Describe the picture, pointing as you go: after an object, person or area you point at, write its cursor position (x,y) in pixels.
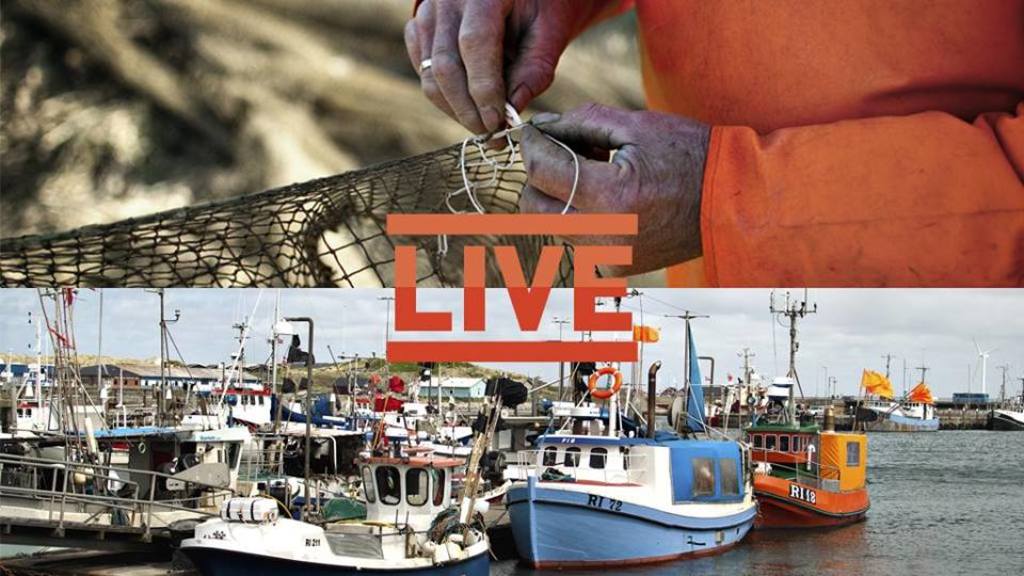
This is the collage image of 2 pictures in which there are ships (368,424) on the water (917,468), there are mountains (295,378) and the sky (733,344) is cloudy and the image which is at the top (507,150) there is a person (633,126) holding a net (374,194) in hand (635,151) and the background (239,101) is blurry.
